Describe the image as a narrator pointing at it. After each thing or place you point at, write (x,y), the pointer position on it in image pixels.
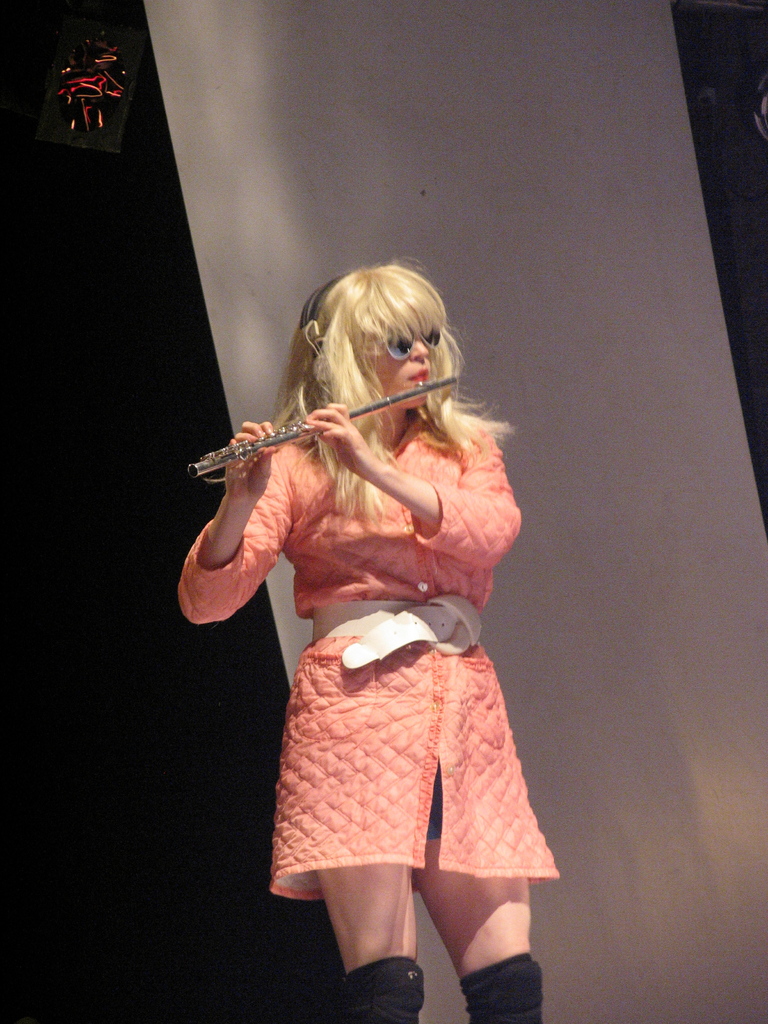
a person (405,777) is standing, holding a flute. she is wearing goggles (397,340) and a orange dress (436,679).
